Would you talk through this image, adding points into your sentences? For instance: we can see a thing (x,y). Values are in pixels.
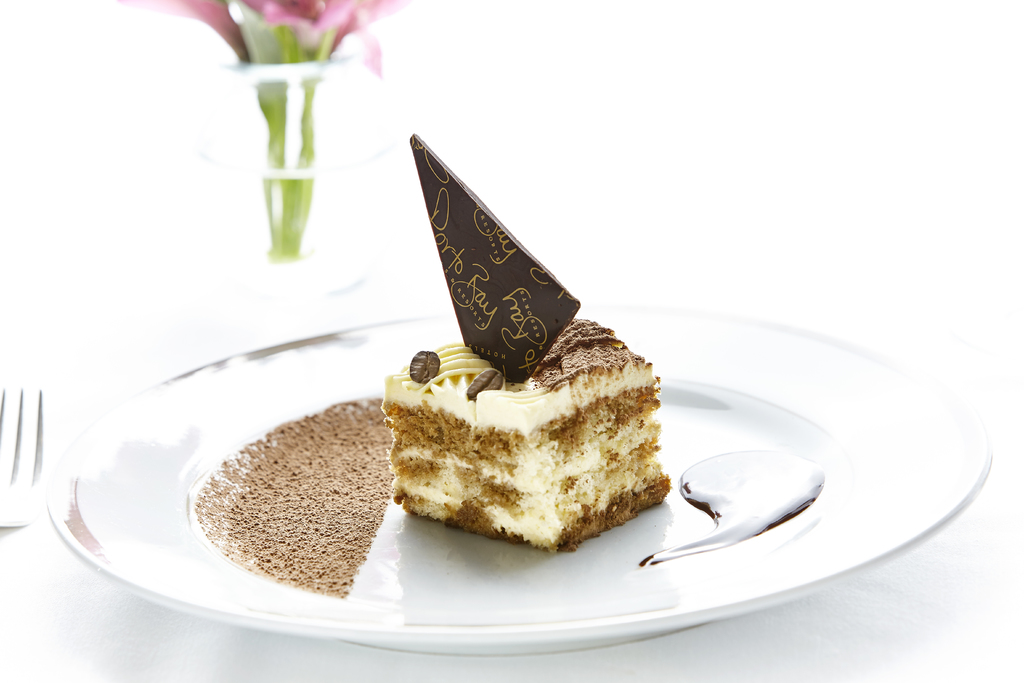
In the picture we can see a plate (685,430) which is white in color and on it we can see a cake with some layers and some powder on it which is brown in color and beside the plate (612,607) we can see a fork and a flower vase (262,235) with some flowers (305,58) in it.
